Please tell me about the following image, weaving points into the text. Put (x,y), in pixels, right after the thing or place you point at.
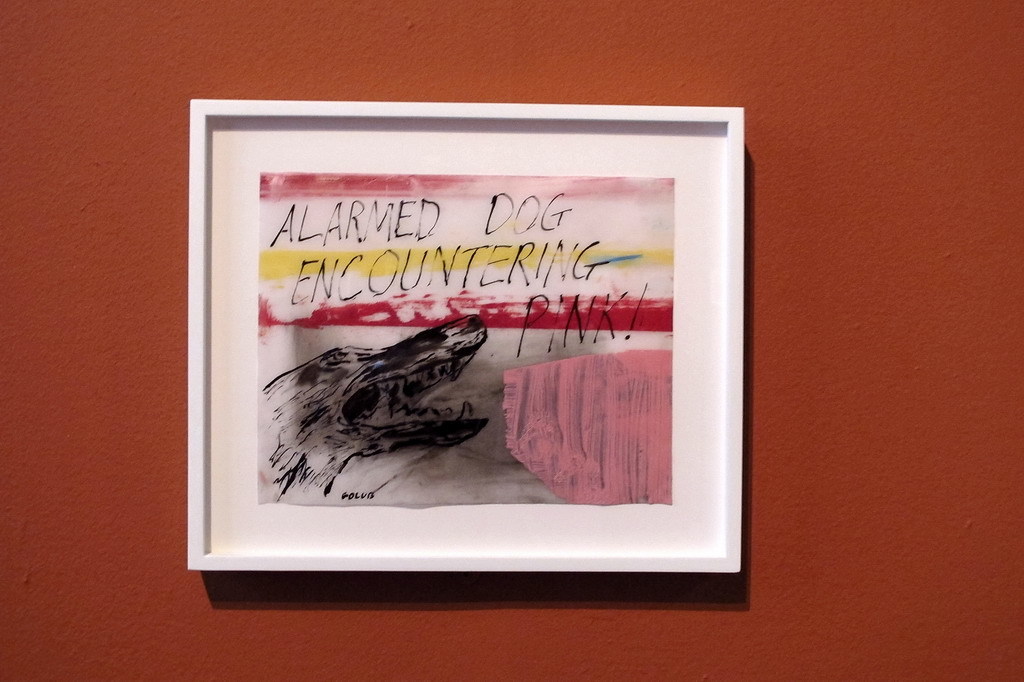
This picture shows a painting (350,298) on the wall (781,224). We see text (507,267) on it. The wall (759,225) is brown in color.
